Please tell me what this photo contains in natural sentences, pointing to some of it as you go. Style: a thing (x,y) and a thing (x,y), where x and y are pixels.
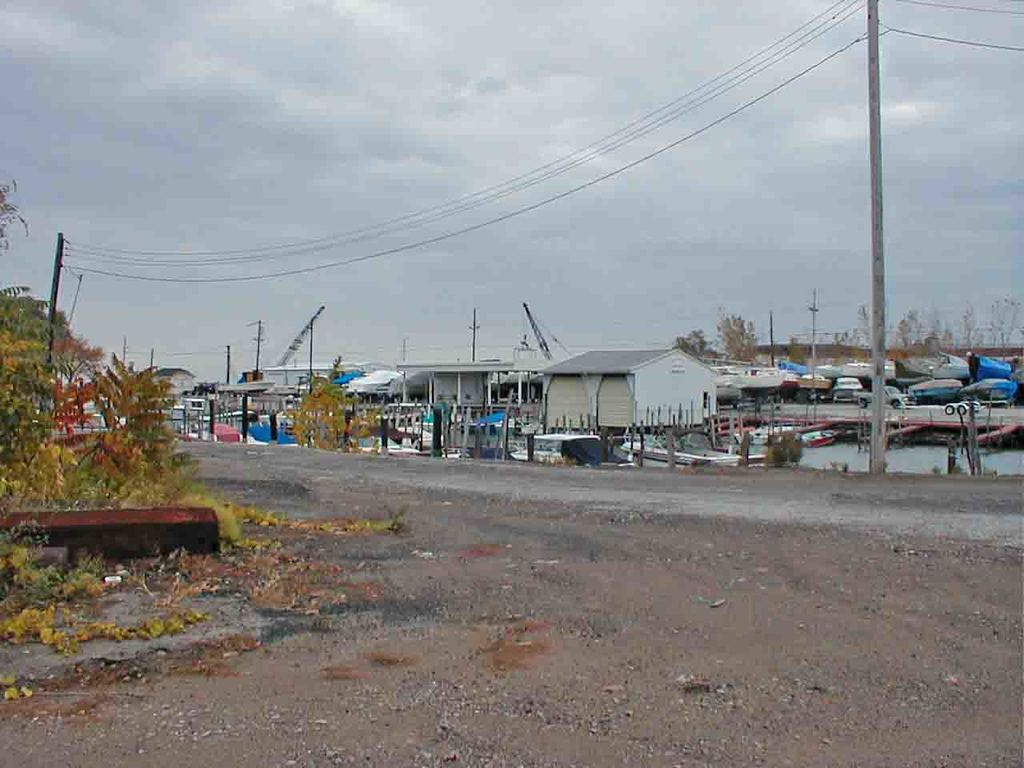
In this image in the center (592,377) there are some houses (272,392), poles (877,438), wires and some boats (935,387). At the bottom (128,567) there is grass (106,486), sand (833,538) and some plants (50,408), at the top of the image (457,108) there is sky (506,183).
